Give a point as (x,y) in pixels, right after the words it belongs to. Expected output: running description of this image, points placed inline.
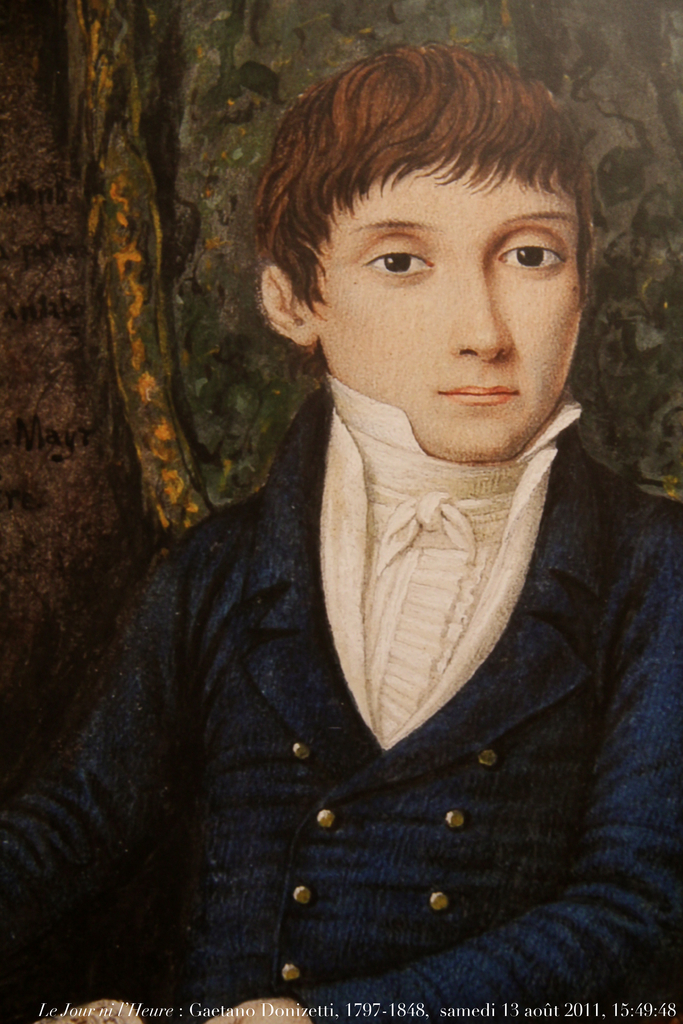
In this image we can see the picture (121,339) of a person (274,317). On the bottom of the image (478,1012) we can see some text (658,1004).
